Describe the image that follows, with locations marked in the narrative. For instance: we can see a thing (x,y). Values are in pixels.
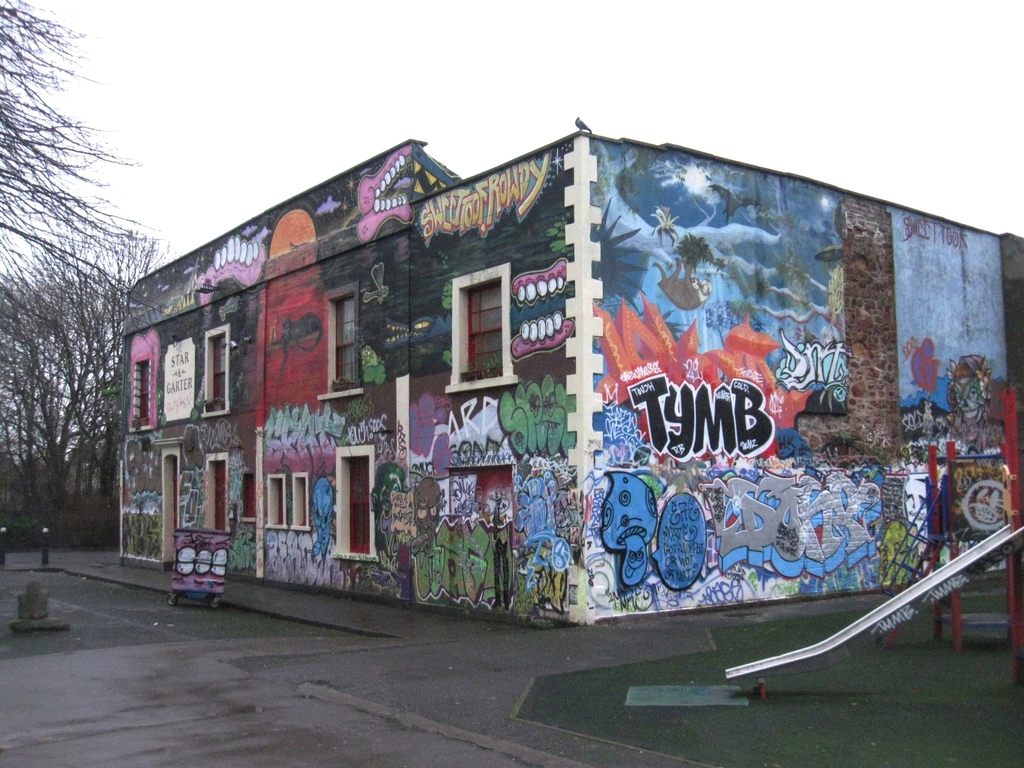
In this image I can see a building (525,521), there are windows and there is painting (391,452) on all the walls (565,418). In the bottom right corner (745,667) there is a garden slide (760,684). Also there are trees (92,338) and in the background (294,84) there is sky (502,48).
